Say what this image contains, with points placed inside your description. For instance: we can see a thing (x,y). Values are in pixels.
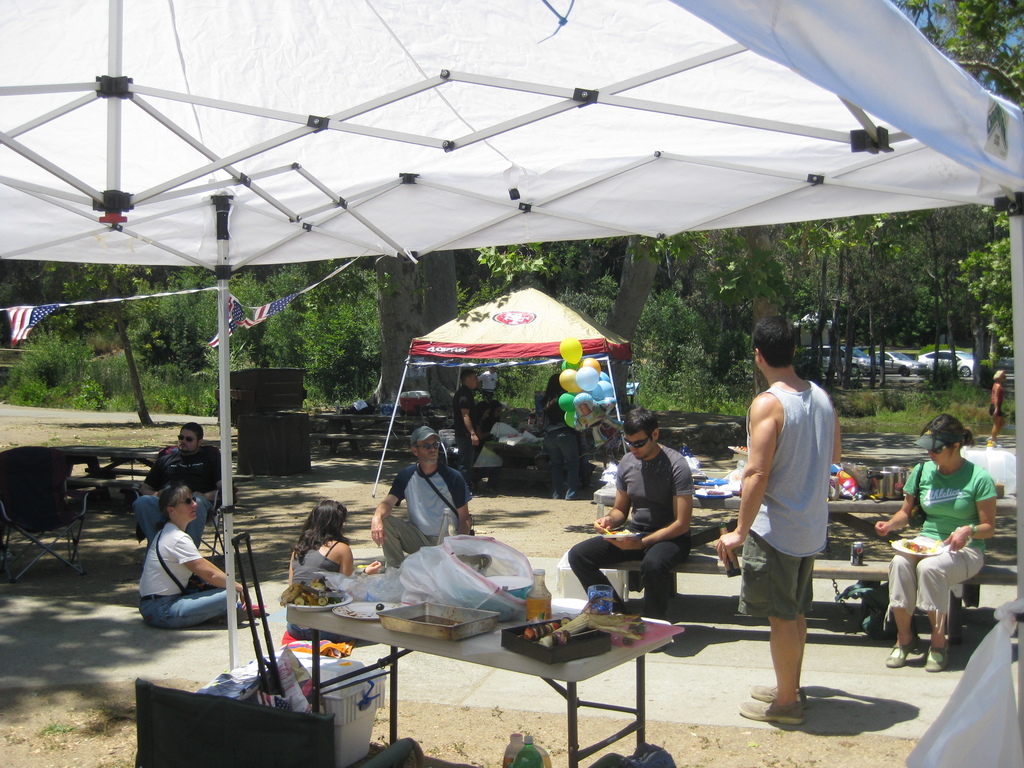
In this image we can see many people (787,411). Some are wearing caps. Some are wearing goggles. There are chairs (86,501) and benches (849,566). There is a table (533,660). On the table (550,665) there are plates (351,614), trays (435,622), bottle (542,610), food items (532,635), packets (441,567) and some other things (601,608). Also we can see an umbrella (254,260) with pole (231,595). And there are flags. In the back (531,341) there is a tent (531,341). Also we can see balloons (608,383). In the background (615,274) there are trees (750,301) and vehicles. Also there are few other things (290,401).
